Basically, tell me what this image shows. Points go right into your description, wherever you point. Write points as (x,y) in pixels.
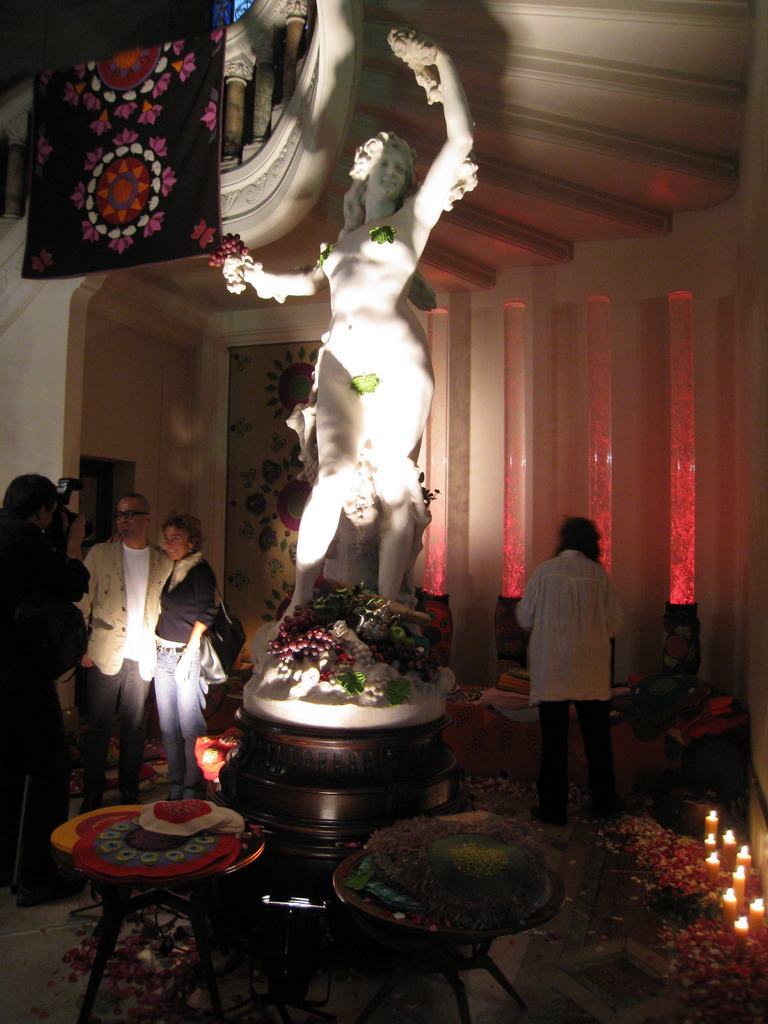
In the middle (353,461) we can see the statue (340,389) and on the left side (187,574) we can see the three people (52,522) were standing, and one fellow (84,592) is holding the camera (65,492). And coming to the right side (568,620) one person (535,577) is standing. And the background (543,428) there is a wall (584,416).
